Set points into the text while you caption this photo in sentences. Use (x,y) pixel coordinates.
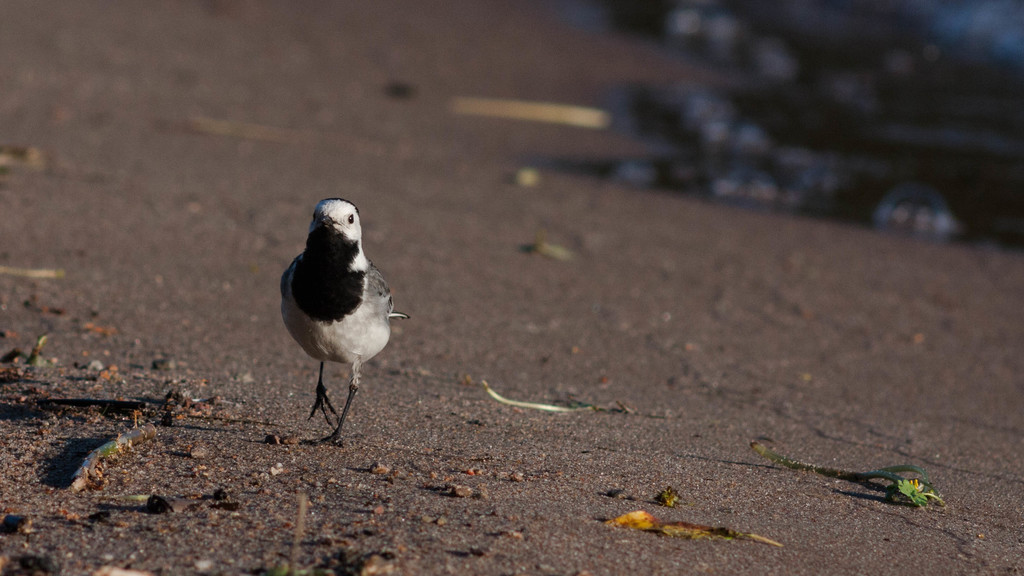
On the left side (339,436), there is a bird (351,237) with black and white color combination, walking on the sand (347,370). On which there are sticks (206,400), leaves (915,491) and stones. And the background (742,116) is blurred.
